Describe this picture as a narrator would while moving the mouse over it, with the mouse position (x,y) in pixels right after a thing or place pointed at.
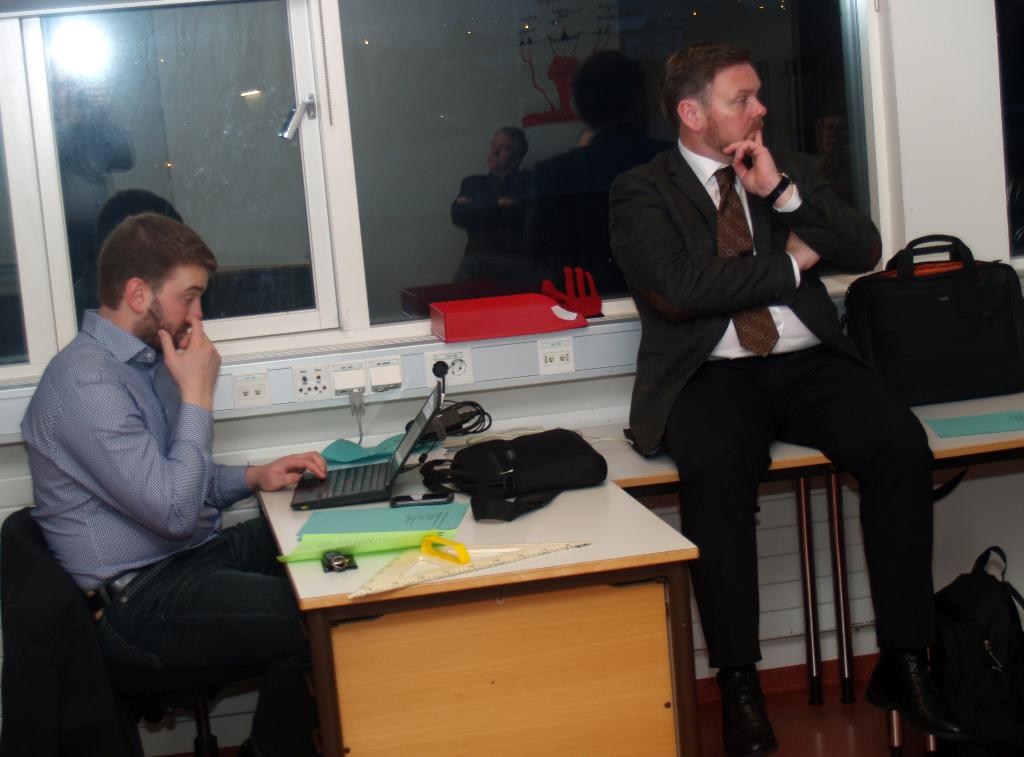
A man (173,295) is sitting in a chair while working on a laptop (383,483). There are bags (457,467), some file (352,516) and other accessories (446,498) on the table (583,519). There is another man (648,423) sitting on a table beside with a bag (950,315) on it.
